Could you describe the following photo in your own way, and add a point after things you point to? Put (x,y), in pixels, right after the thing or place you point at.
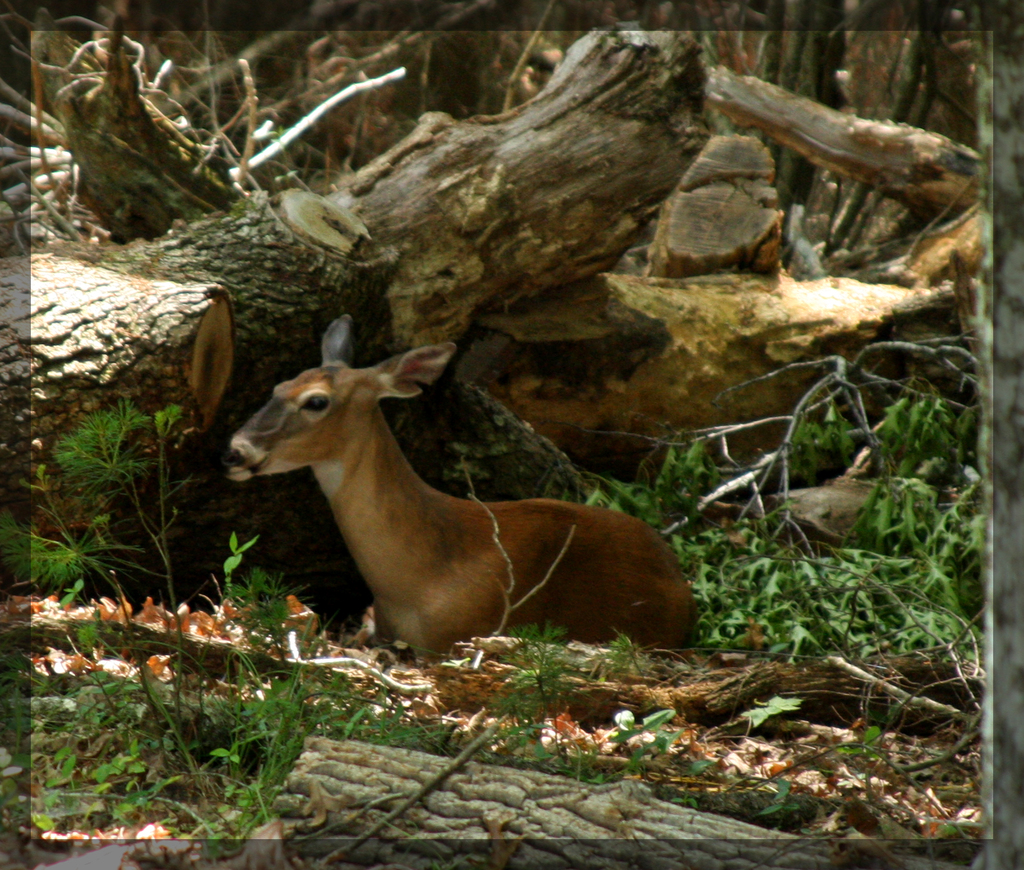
In this image, we can see some plants (702,588) and woods (824,507). There is an animal (498,590) in the middle of the image (565,577).
